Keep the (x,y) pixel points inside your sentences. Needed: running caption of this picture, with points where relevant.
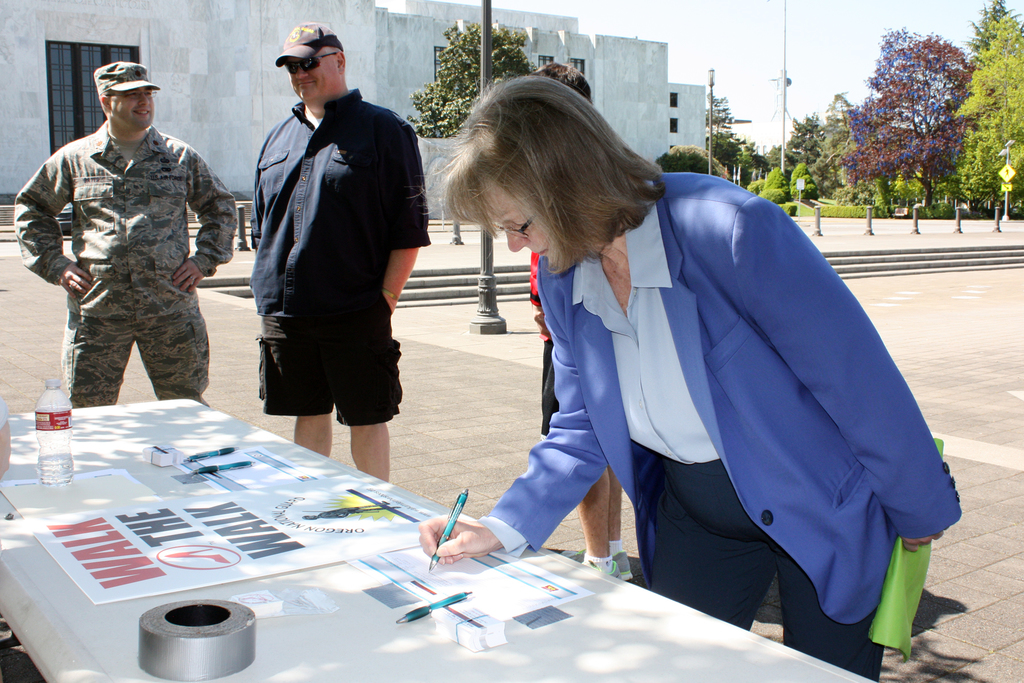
This is an outside view. At the bottom (353,563) there is a table (298,641) on which few papers (220,552), bottle (60,427), pens (188,457) and some other objects (207,607) are placed. Beside the table (600,621) there is a woman (756,377) standing, holding a pen (451,534) in the hand (450,539) and writing on a paper (439,580). She is holding a green color object (897,585) in the other hand (908,544). On the left side (185,200) two men (234,215) are standing and smiling. At the back of this woman (556,311) there is another person (617,516) standing. In the background (744,138) there are many trees (521,72), poles (485,83) and a building (207,66). At the top of the image (790,42) I can see the sky (777,24). On the right side (875,260), I can see the stairs (880,267) and poles (996,215).
